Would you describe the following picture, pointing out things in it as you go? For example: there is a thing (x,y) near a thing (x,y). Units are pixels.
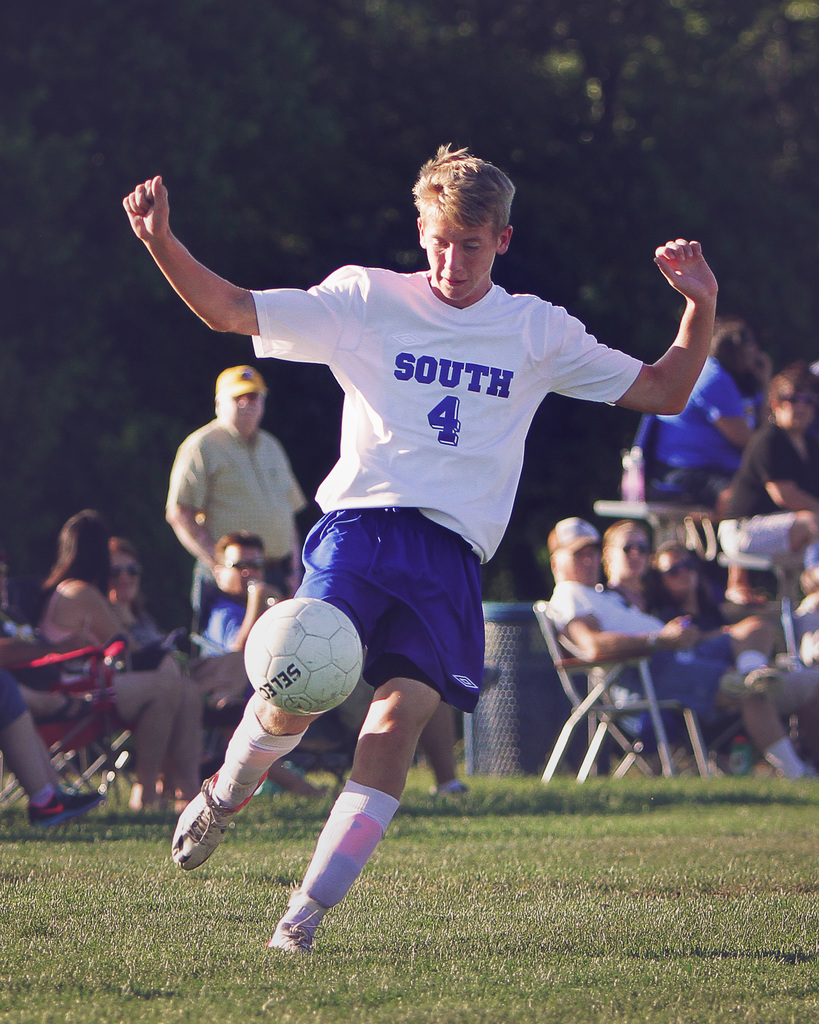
A football player (402,650) is trying to kick the ball (282,691). There are some people (565,565) sitting and watching.
